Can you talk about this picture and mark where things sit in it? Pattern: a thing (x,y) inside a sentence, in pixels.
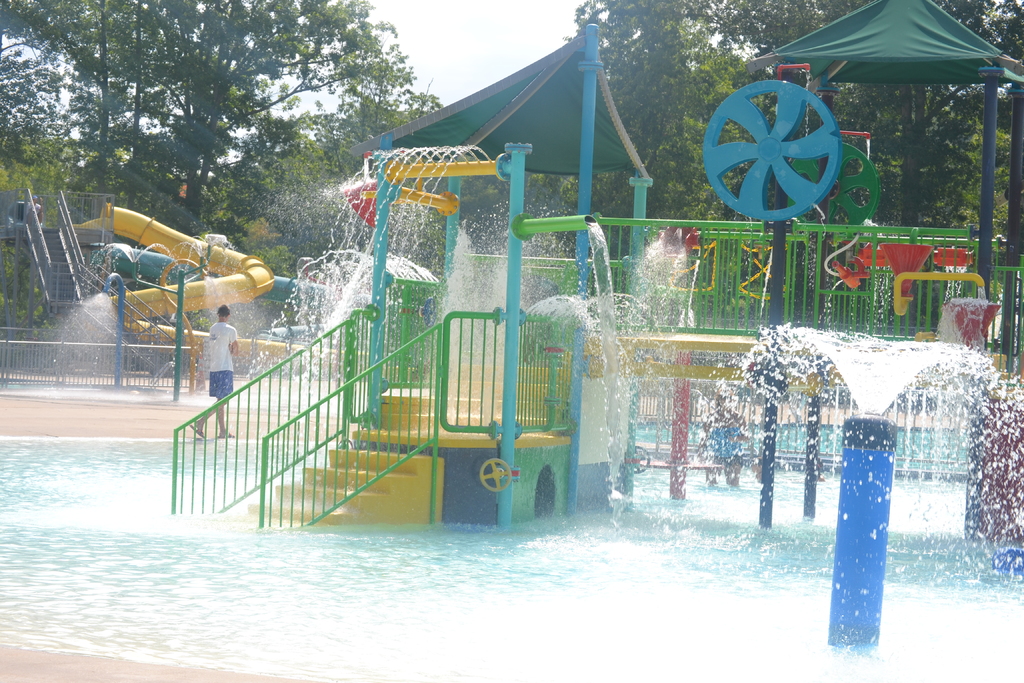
In this image we can see the water park (490,173), a person (231,330) here, stairs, tents (460,113), trees (224,76) and the sky (334,103) in the background (471,73).
